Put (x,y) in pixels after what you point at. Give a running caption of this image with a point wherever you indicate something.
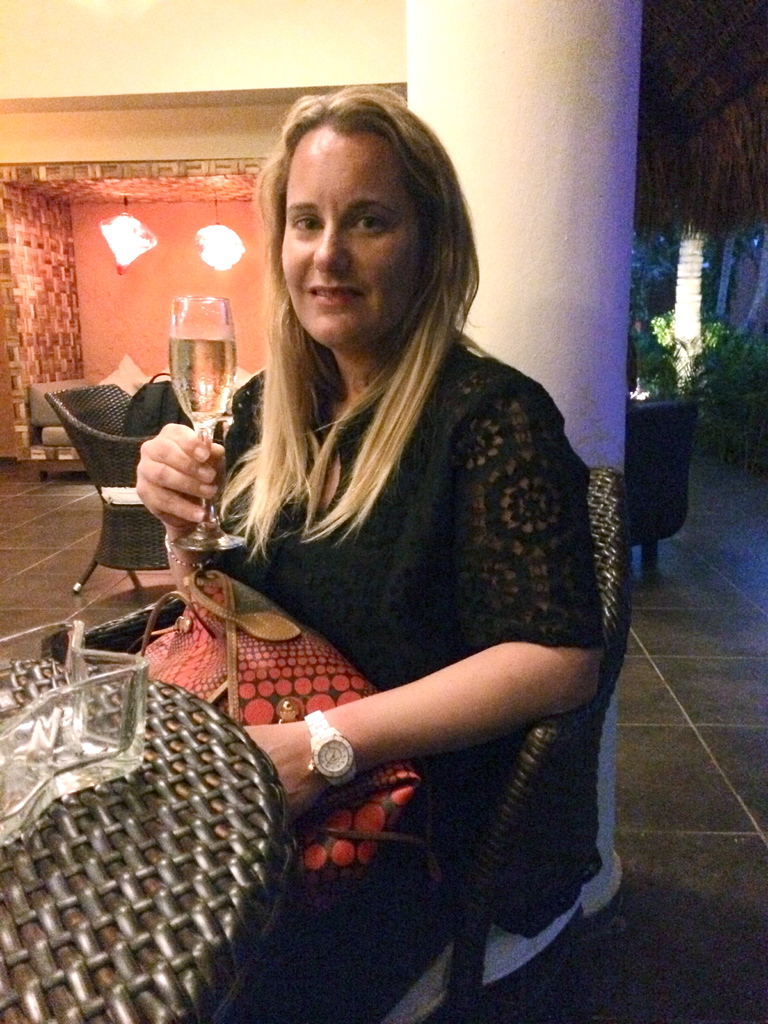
In the image we can see there is a woman (450,692) who is sitting on the chair (499,830) and she is holding a wine glass (202,436). On her lap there is red colour bag (242,677) in front of her there is a table (134,801) on which there is a glass bowl (48,707). She is wearing a white colour wrist watch (334,755) behind her there is a white colour pillar (563,178). Beside of the pillar (543,144) there are lights (117,223) which are hanging from the top.
